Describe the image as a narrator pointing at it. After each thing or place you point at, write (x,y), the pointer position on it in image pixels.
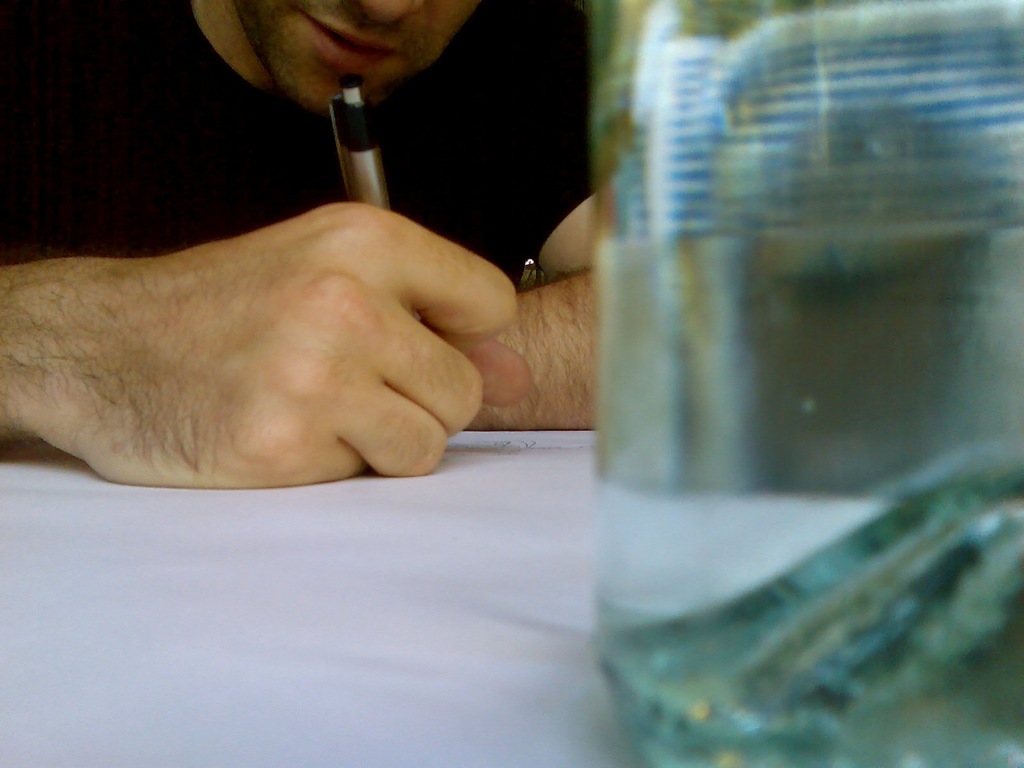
In this image I can see a person (334,177) holding the pen (376,175).
